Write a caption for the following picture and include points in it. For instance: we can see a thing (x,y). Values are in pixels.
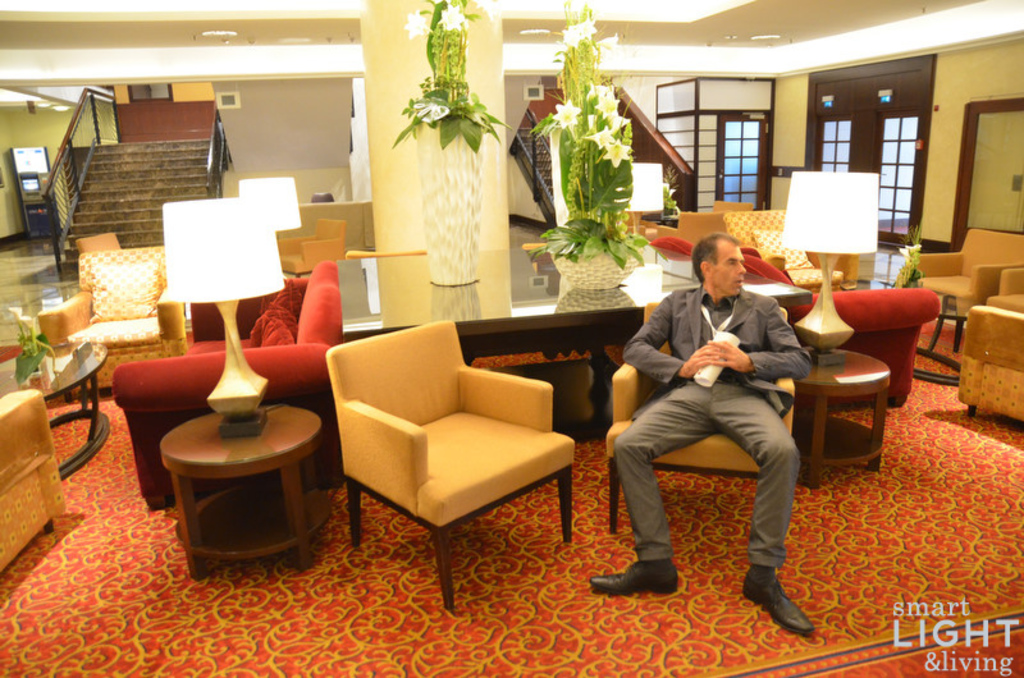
In this image there are a group of couches (208,340), chairs (327,229), lamps (281,210) and tables (937,328) are there and in the center (392,233) there is one pillar (394,128). Beside that pillar (402,247) there is one table (511,263) on that table (407,290) there are two flower pots (466,201) and two plants (592,149) are there, and on the right side (686,329) there is one person (731,408) who is sitting on a chair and on the top (322,29) there is a ceiling (168,14) and some lights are there and on the left side (122,193) there are some stairs (91,184) and on the right side (896,130) there is a window (744,143).
